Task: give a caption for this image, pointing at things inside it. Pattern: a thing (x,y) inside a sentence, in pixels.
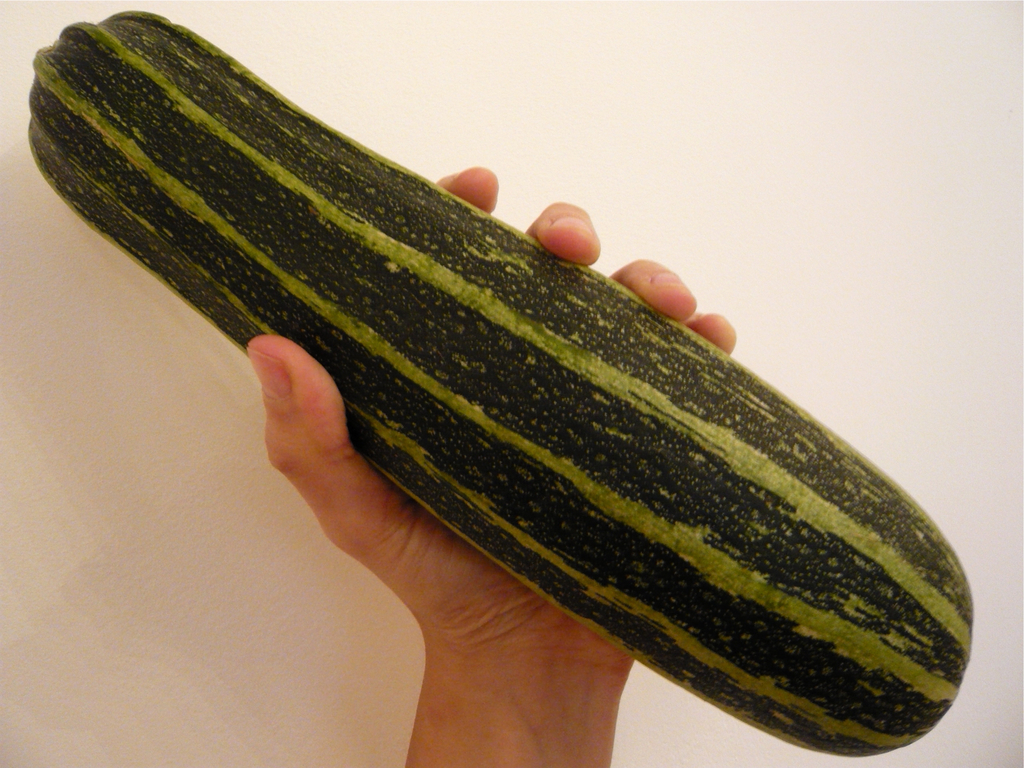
In this image we can see a vegetable (403,467) in the person's hand (472,590). And there is a white colored background (241,469).
